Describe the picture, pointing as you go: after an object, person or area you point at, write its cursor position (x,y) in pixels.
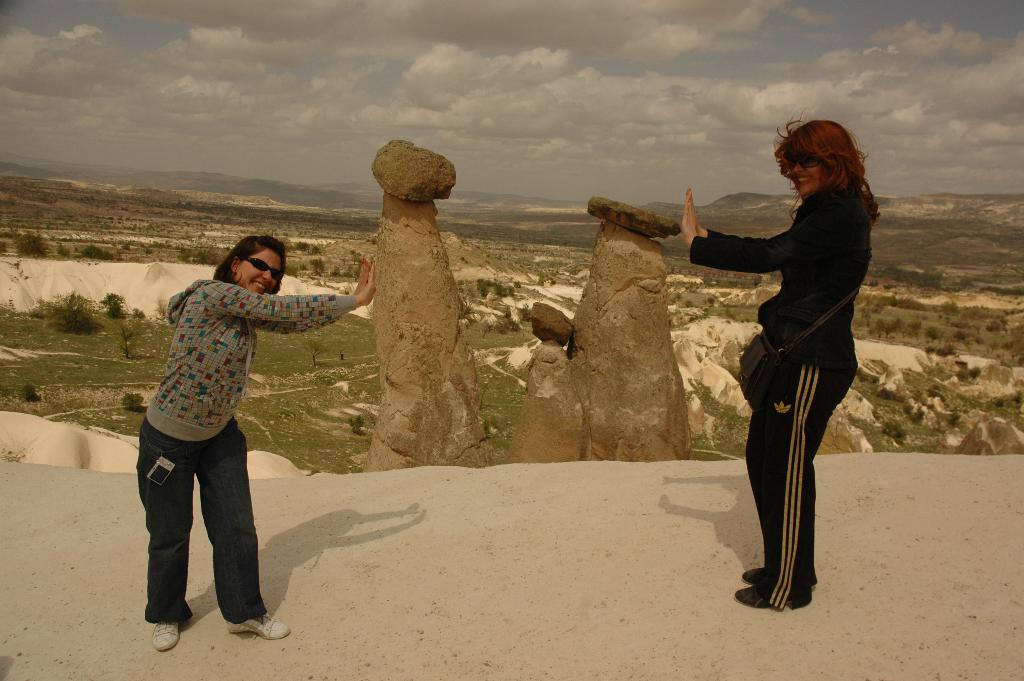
In this picture we can see there are two people (777,372) standing on the path (595,550). Behind the people (820,281) there are rocks (616,305), hills (488,193) and the sky (471,94).
